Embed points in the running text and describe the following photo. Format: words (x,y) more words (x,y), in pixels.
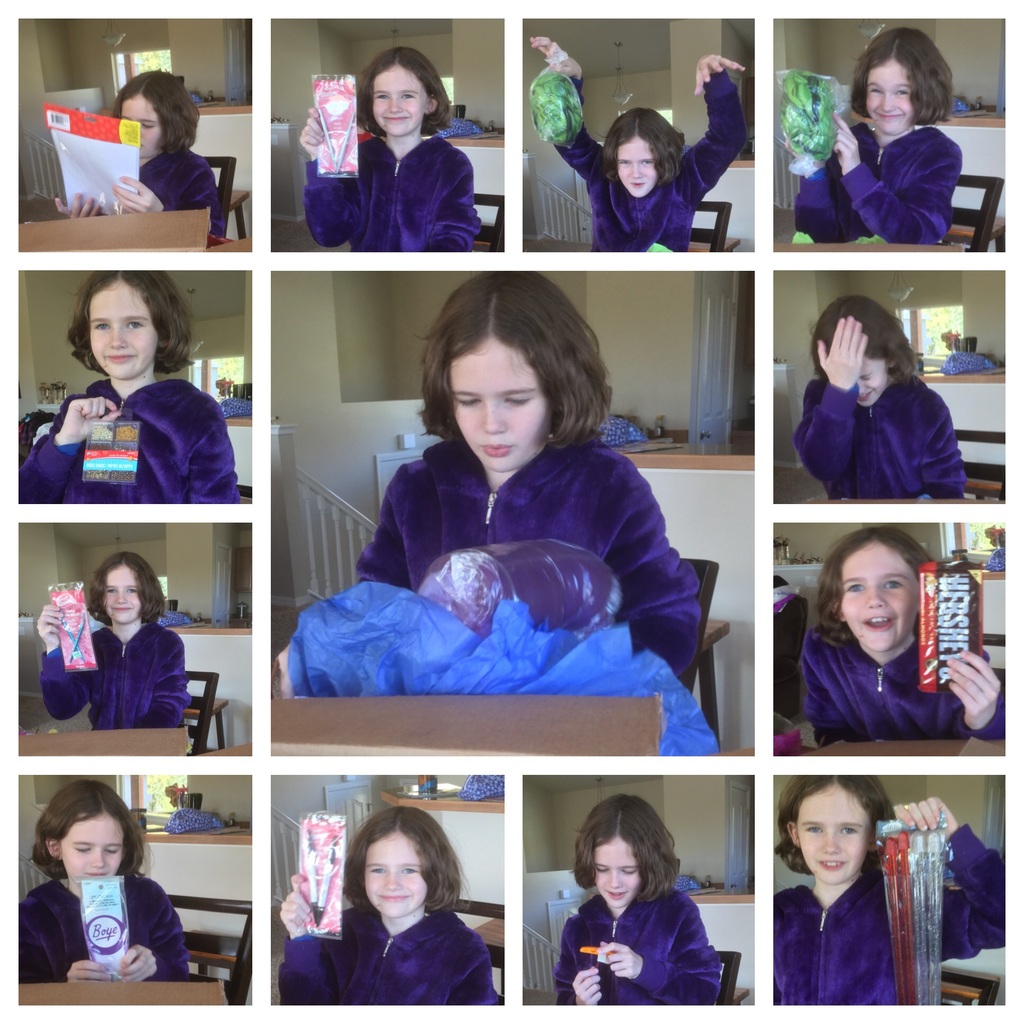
This is a collage picture, in these picture we can see same girl (613,818) with different actions and holding different objects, behind this girl (693,980) we can see wall (620,311), window (197,377) and objects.
